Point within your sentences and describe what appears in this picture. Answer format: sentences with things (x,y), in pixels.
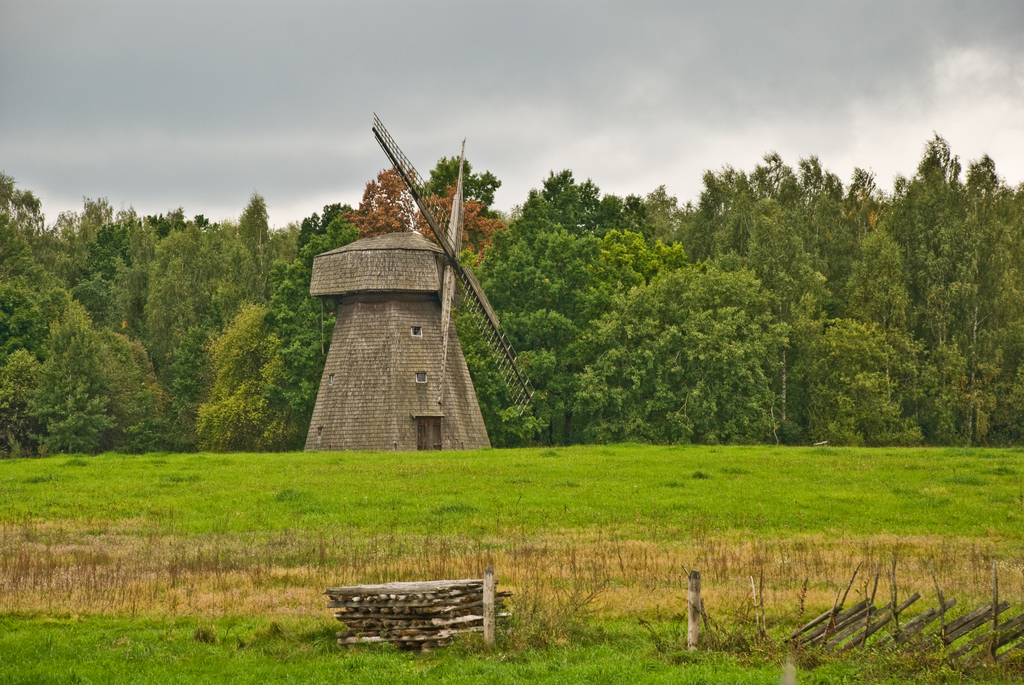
In this picture there is a brown color wooden windmill (427,364) in the ground (387,511). Behind we can see some trees (67,412). In the front (314,568) bottom side there is a grass (348,651) and some wooden sticks (455,615) in the ground (744,630).
